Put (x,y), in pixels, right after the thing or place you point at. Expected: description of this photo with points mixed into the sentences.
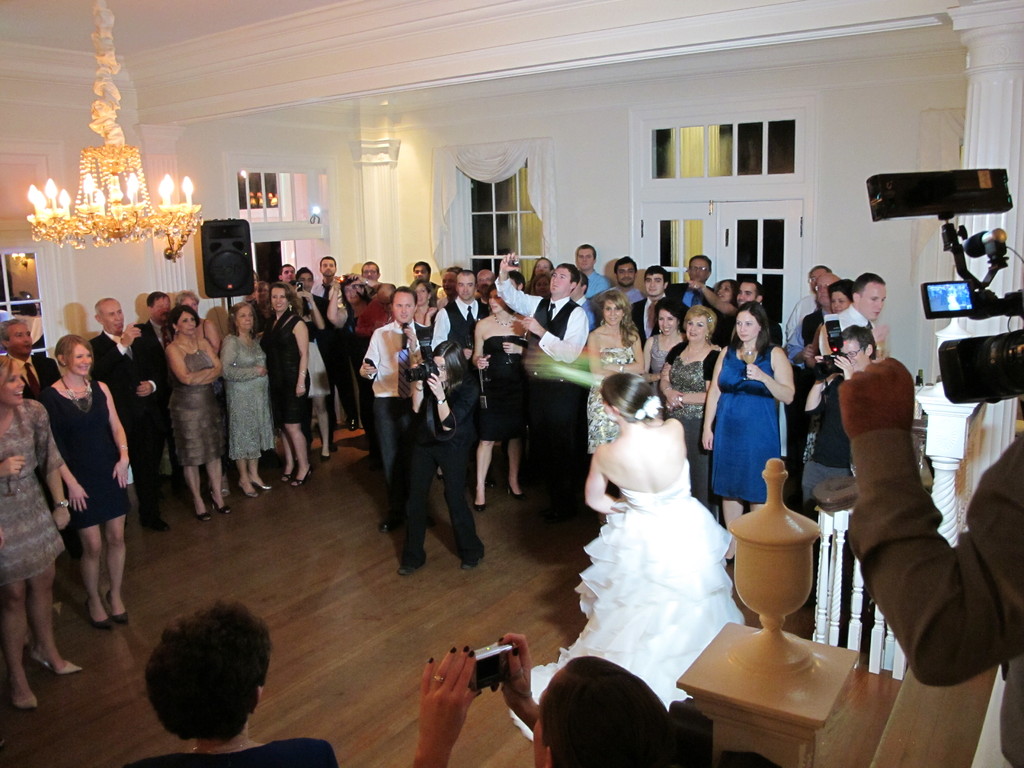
In this image I can see group of people (53,514) standing. The person (542,427) in front wearing black and white dress (401,368), and the other person (681,555) wearing white color frock (702,568). I can also see a camera (418,371). Background (542,192) I can see few windows (677,230), curtains (677,229) and the wall (318,115) is in white color, and I can also see a chandelier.
